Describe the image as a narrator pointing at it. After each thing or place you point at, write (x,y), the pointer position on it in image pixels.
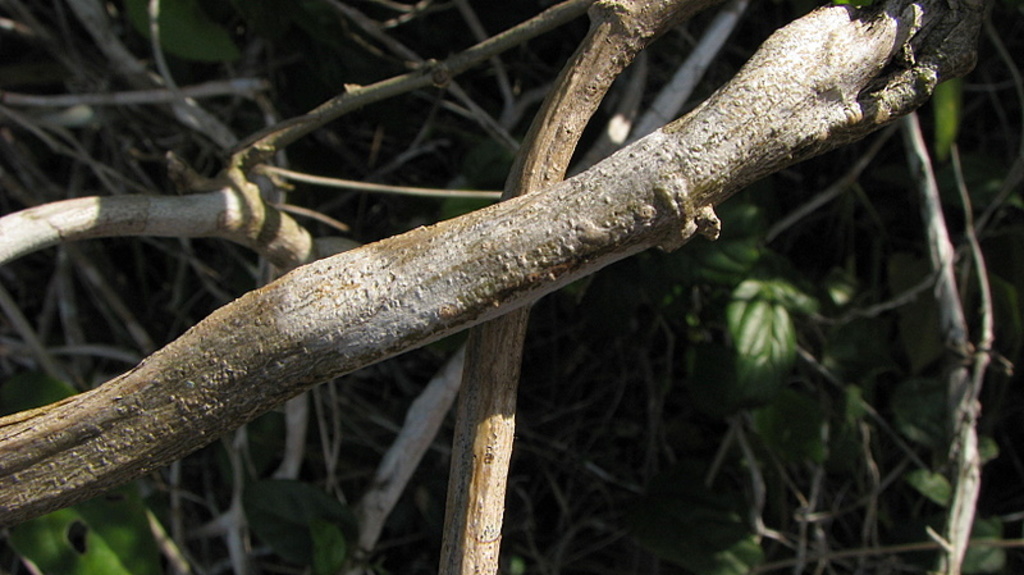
In the picture I can see branches (507,249) of a tree (551,227). The background of the image (779,395) is blurred.
